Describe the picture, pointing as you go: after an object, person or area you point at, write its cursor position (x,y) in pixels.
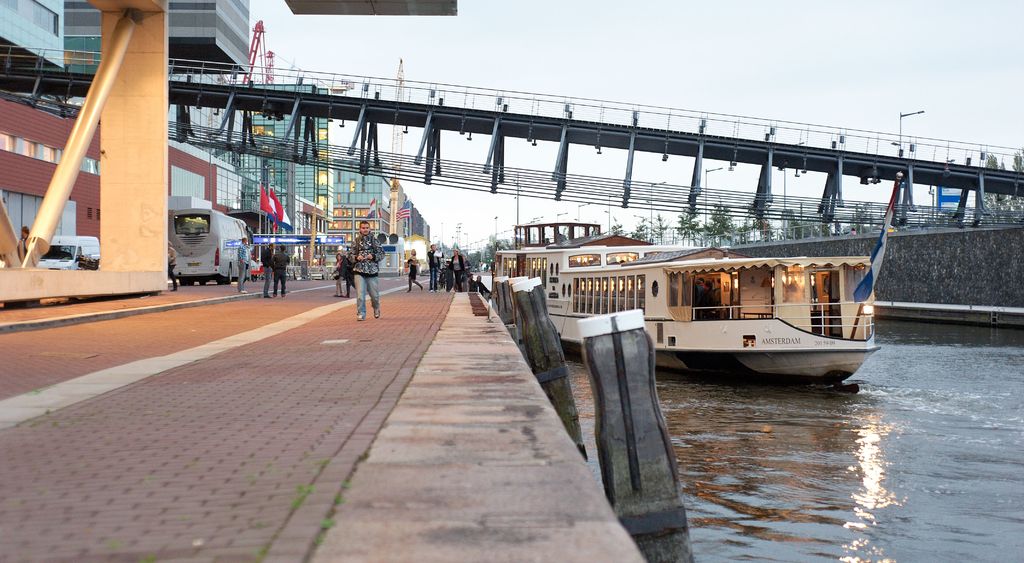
To the right side (879,384) bottom of the image (1015,410) there is water (847,500). On the water (782,458) there is a ship (726,289). And to the left side (145,542) there is a platform (282,300) with few people (350,276) are walking on it. In the background (305,200) there are buildings (354,212), cars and few other vehicles (193,262). In the middle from the left to right there is a bridge (863,179). And also there are street lights (899,127) and to the top of the image (826,28) there is a sky (859,61).
